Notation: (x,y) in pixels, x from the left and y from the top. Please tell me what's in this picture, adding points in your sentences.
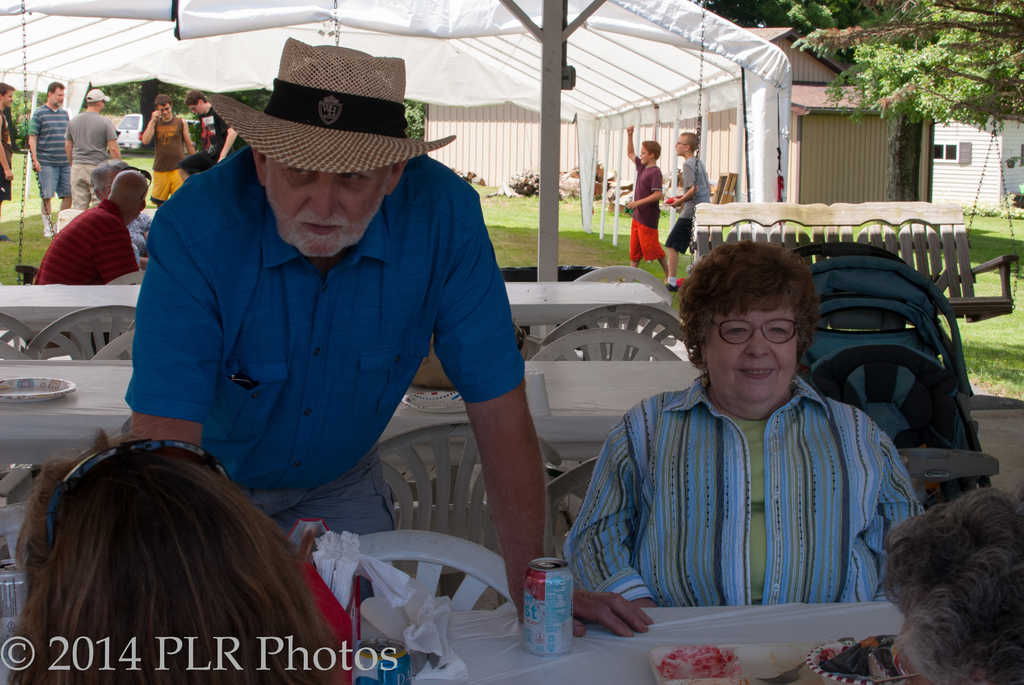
This picture describes about group of people (411,305), few are seated, few are standing and few are walking, on the left side of the image (321,283) we can see a man (342,284), he wore a cap (373,119), in front of him we can see a tin (548,604) and other things (764,681) on the table (659,632), in the background (502,73) we can find few houses (877,126), trees (894,105), tent (743,67) and a car (129,127).
